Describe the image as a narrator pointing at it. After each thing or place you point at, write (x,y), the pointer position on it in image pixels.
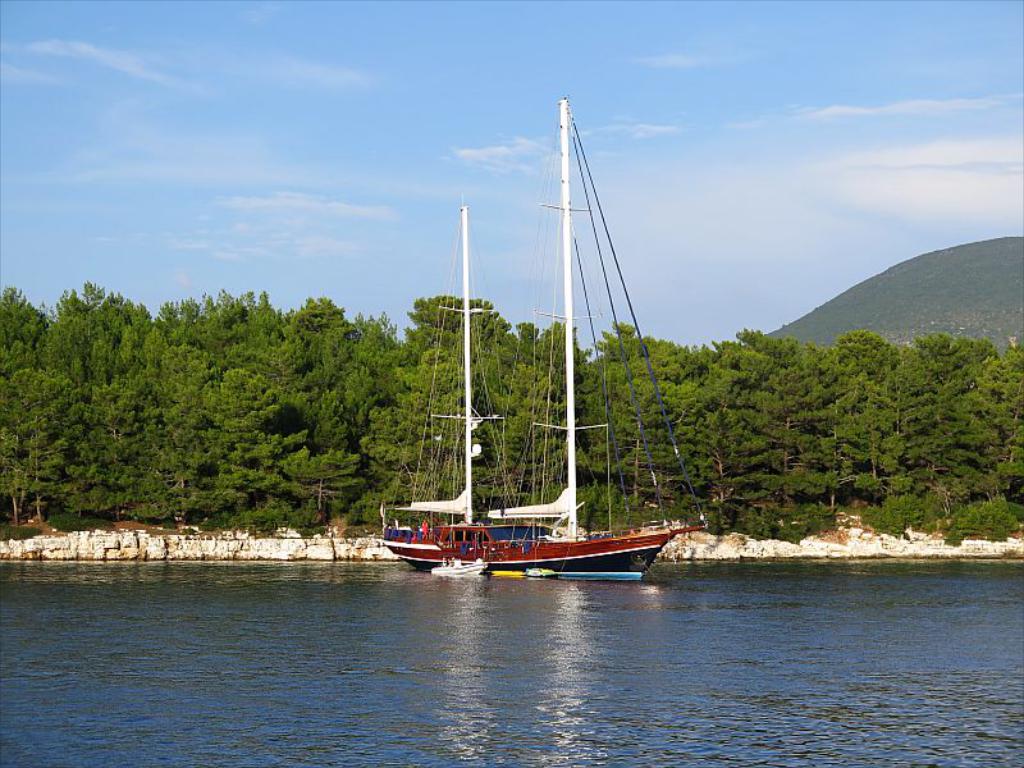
In this image at the bottom (553,605) there is a river (479,604), and in the center (432,390) there is a ship (470,471) and some trees (804,465) and wall (165,548) and sand (843,528). And in the background (877,304) there are mountains (928,267), and at the top (346,224) there is sky (782,136).
